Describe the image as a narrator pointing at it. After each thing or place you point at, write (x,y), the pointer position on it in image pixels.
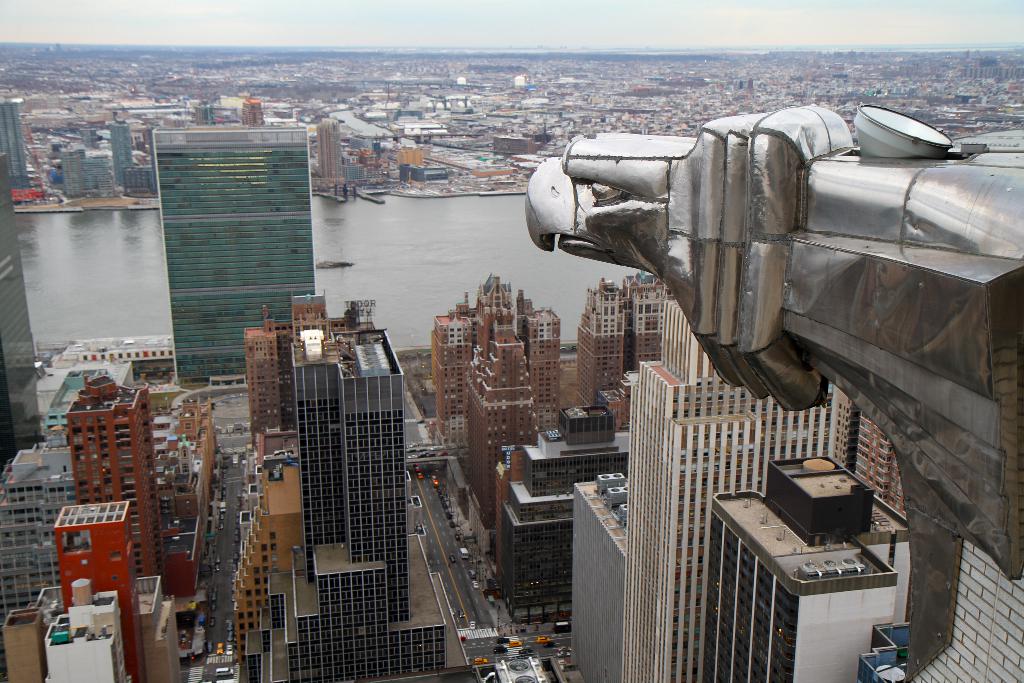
In this image I can see buildings (356,389) between the buildings (498,557) I can see a road (469,581) and there are vehicles (504,638) visible on the road (488,609), in the middle (433,234) I can see lake (351,272), at the top (218,40) I can see the sky (573,39) and the building (432,122), on the right side (939,155) I can see some object (850,250).
